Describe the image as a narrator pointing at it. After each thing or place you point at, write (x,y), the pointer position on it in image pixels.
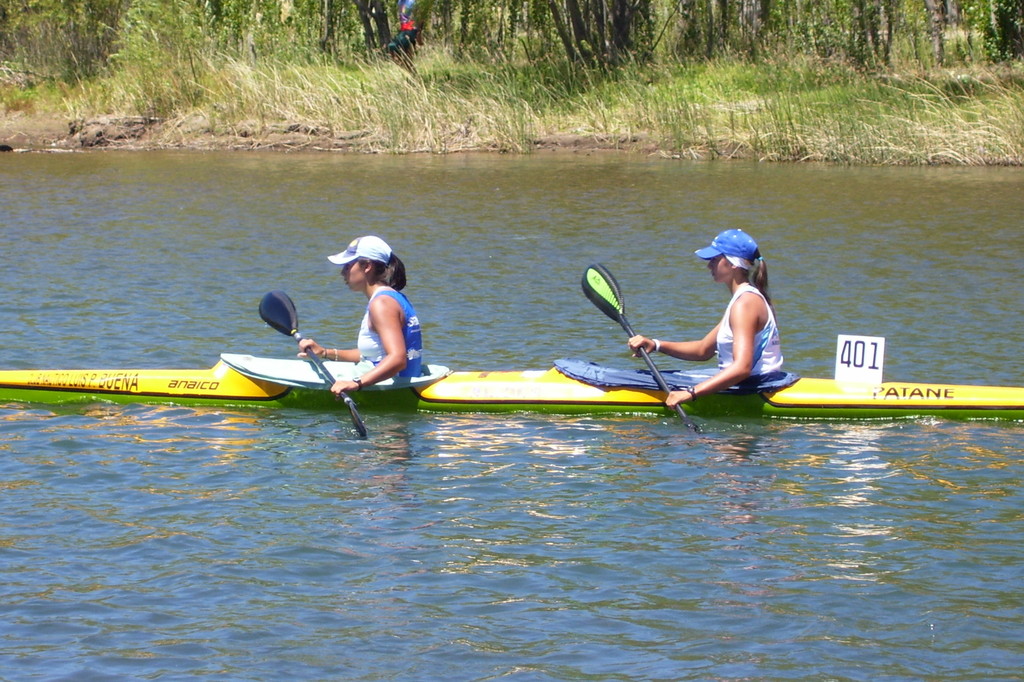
In the background (546,22) we can see the trees (513,9), plants (126,9). In this picture we can see the women (756,364) performing sea kayak (746,404), wearing caps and holding paddles (634,335) in their hands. We can see the water (305,481), number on the whiteboard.
